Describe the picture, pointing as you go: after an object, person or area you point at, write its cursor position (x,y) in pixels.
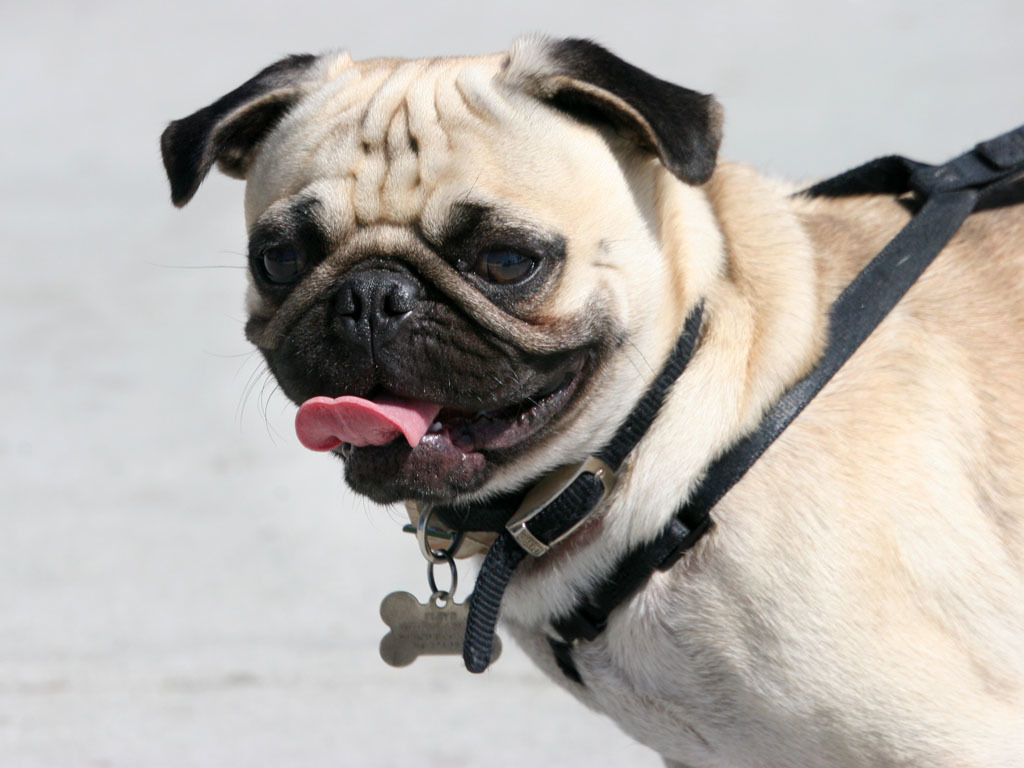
In this image we can see a dog (647,328) and a white background (242,722).
